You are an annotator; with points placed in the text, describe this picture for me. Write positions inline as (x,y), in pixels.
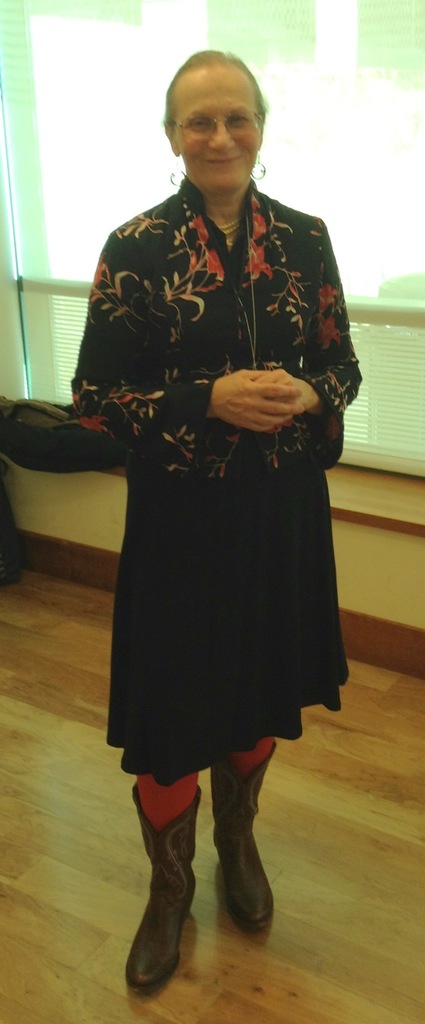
Here in this picture we can see a woman (200,296) standing on the floor (198,976) and we can see she is smiling and we can see she is wearing boots (235,795) on her legs (175,802).
